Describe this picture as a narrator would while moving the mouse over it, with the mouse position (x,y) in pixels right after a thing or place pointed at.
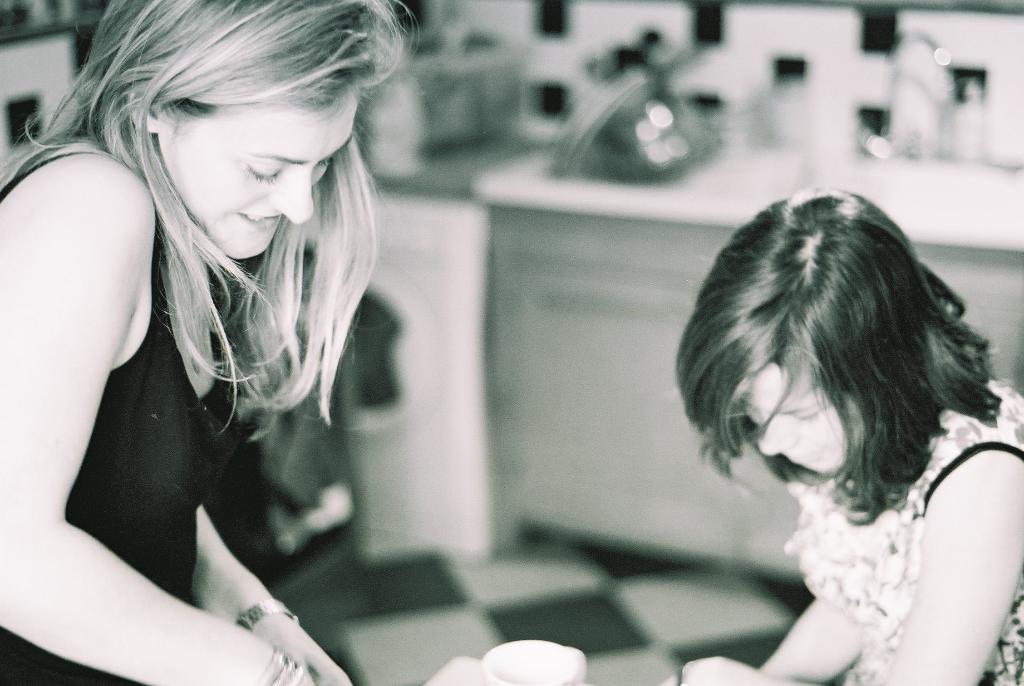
It is the black and white image in which there is a girl (150,211) on the left side (101,277) and a kid (863,638) on the right side (853,642). In between them there is a cup (520,646).
